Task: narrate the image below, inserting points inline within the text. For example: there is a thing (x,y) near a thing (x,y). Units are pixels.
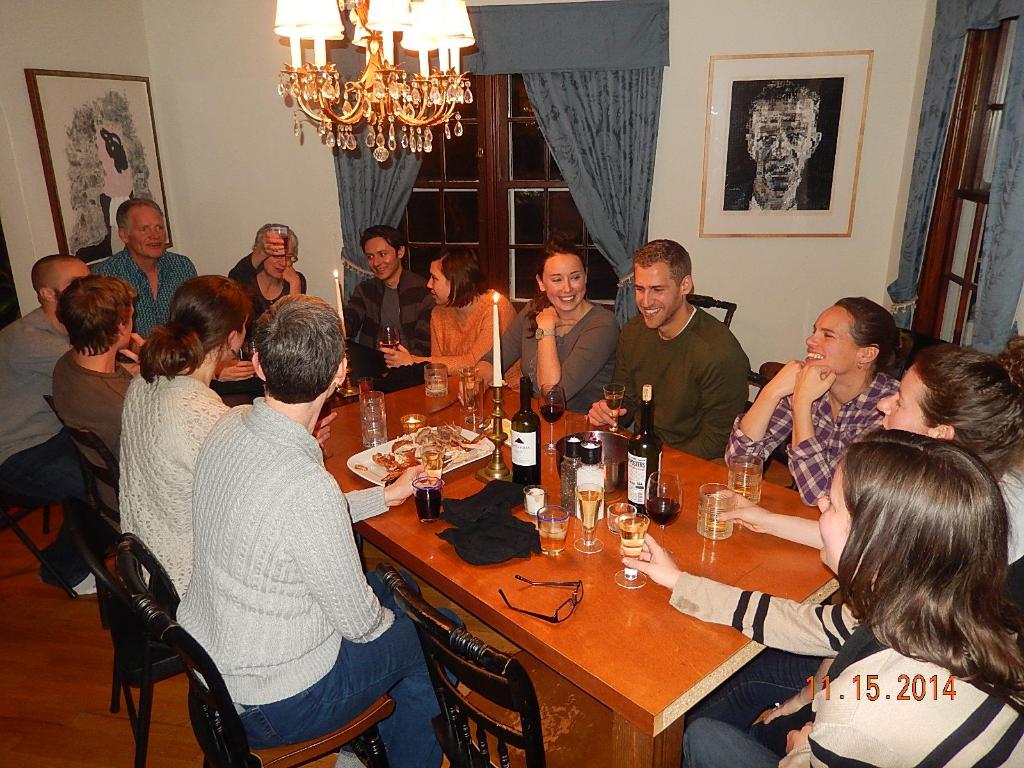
This image is clicked in a dining hall (506,680). There are many people (296,268) sitting in the chairs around the table (636,666). In the front (618,659), there is a table (623,659) on which there are glasses (621,524), bottles (522,394) and plates (451,463). In the background (455,173), there is a wall (300,189) to which a window (528,200) along with window curtains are fixed. To the top (323,51), the lights (435,78) are hanged.
